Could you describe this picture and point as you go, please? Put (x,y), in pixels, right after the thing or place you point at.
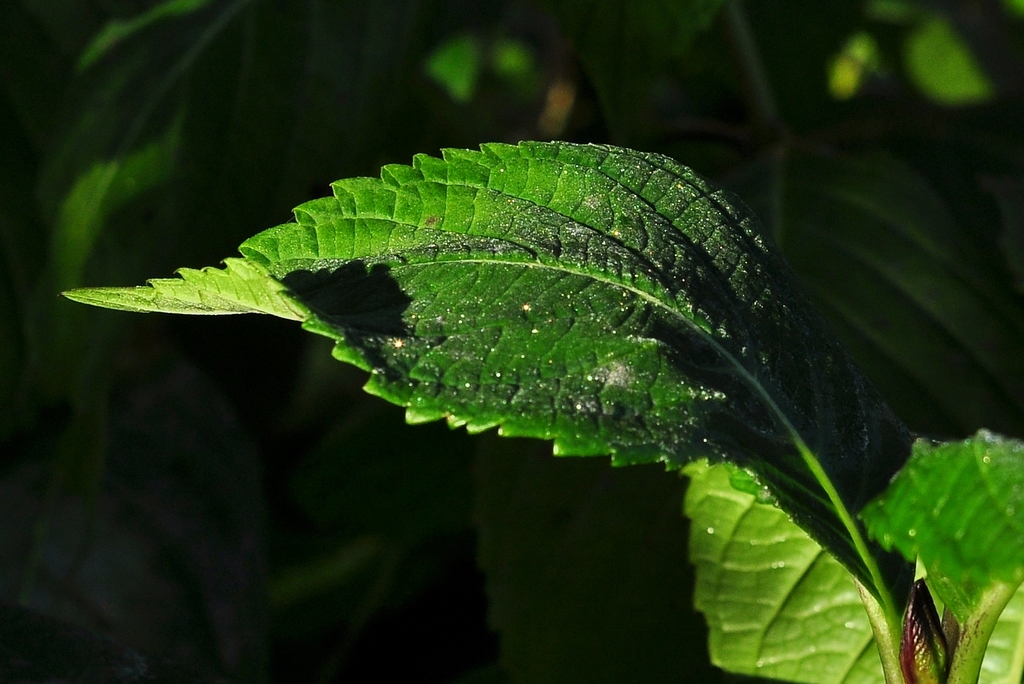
In this image we can see a leaf (619,168). In the background of the image (975,317) there are leaves (103,41).
